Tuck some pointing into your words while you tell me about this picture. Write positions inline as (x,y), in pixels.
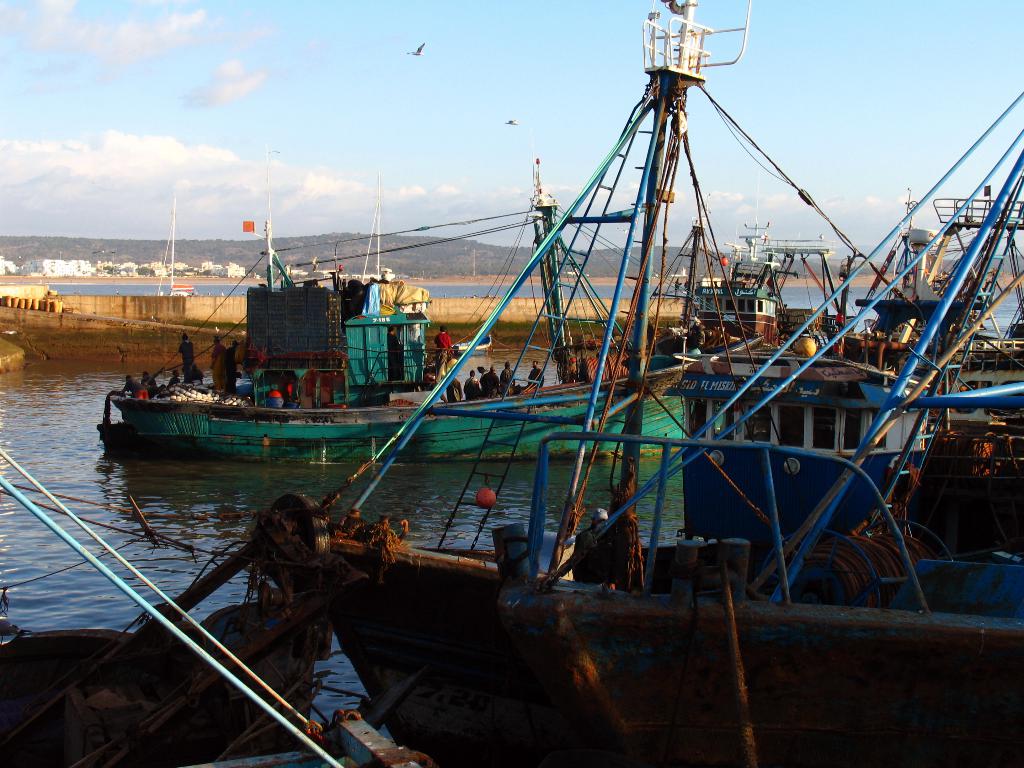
In this picture I can see there are few ships (440,550) sailing on the water (593,495), the ships (619,499) have iron poles (605,437) and there is a wall (122,298) on the left side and there is a mountain (192,261) in the backdrop (294,268), there are a few buildings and the sky (183,150) has clouds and I can see there are two birds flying in the sky (328,29).
